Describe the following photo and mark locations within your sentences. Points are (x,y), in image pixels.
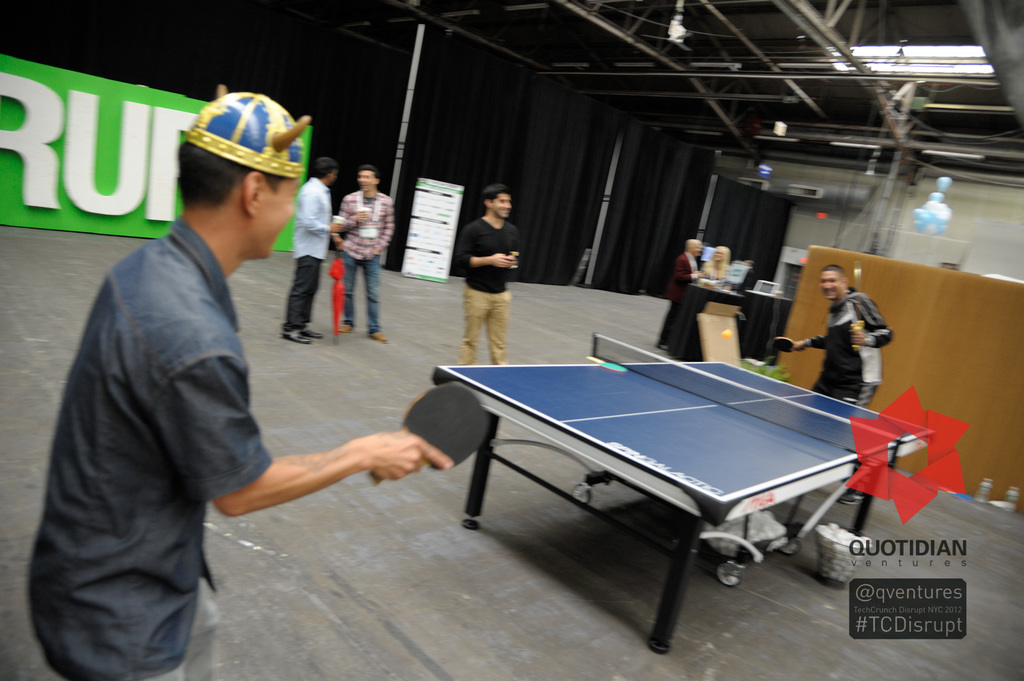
in this image the person (485,240) are there in the room (310,285) and some persons (263,493) they are playing the game and another person's (300,316) they are standing on floor (449,299) and the background (638,221) is black.
